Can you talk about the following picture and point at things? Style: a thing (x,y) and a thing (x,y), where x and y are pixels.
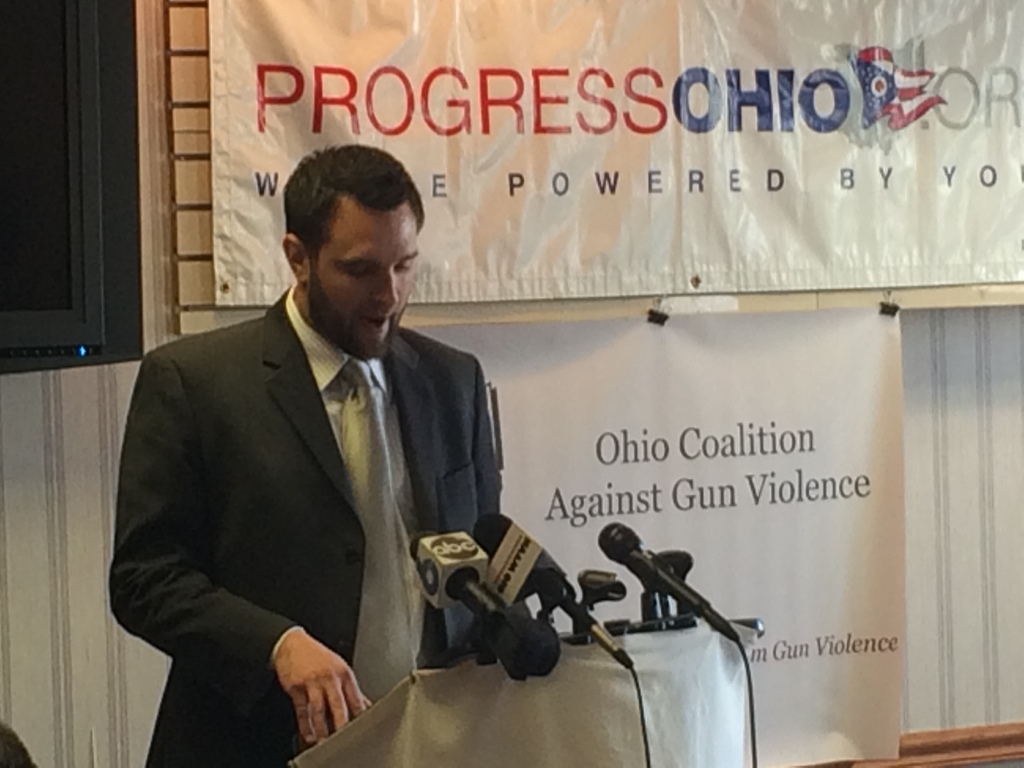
In this image we can see a person (333,381) standing on the stage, in front of him there are mikes (497,609) attached to the table (509,689). Back of him there is a banner (720,274) attached to the wall (56,480).
